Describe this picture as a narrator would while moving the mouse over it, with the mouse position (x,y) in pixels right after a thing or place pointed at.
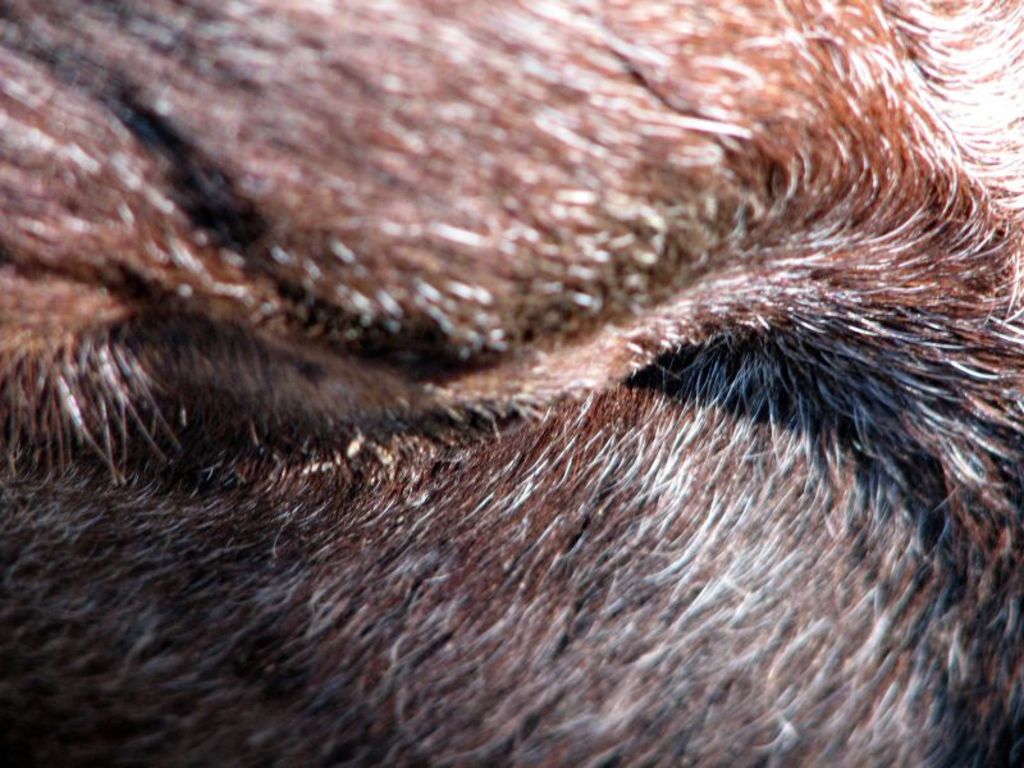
In this picture we can see hairs (277,448) which are in brown color.
